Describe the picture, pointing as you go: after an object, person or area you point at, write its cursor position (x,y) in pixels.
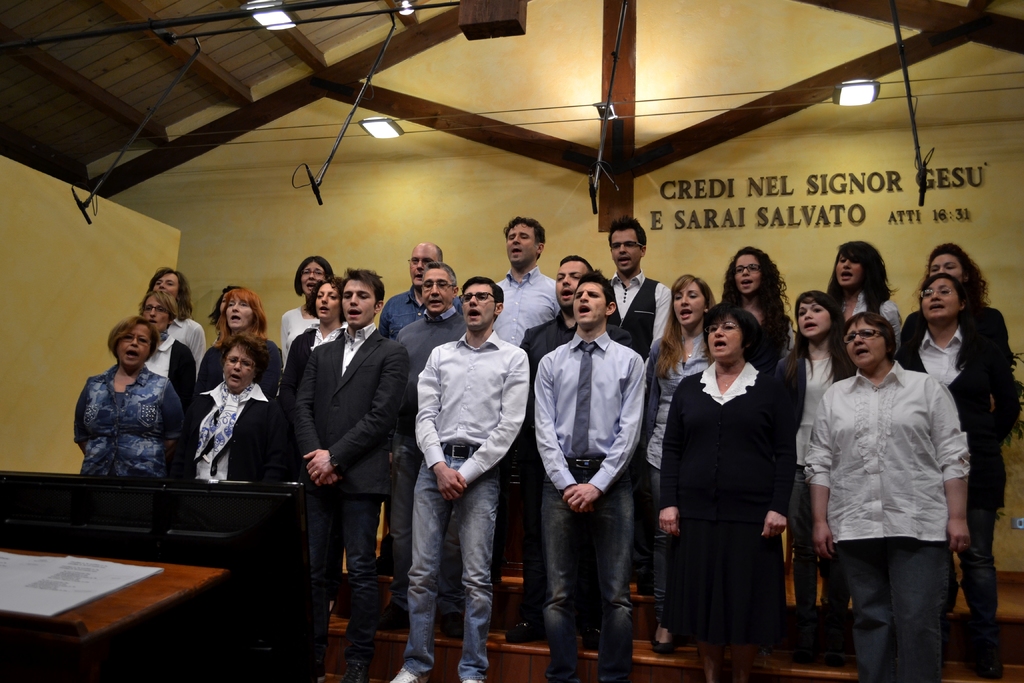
In this image we can see men (438,420) and women (689,465) standing on the stairs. In addition to this there are electric lights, some text (686,191) on the wall (370,206) and a book (121,583) on the table (126,607).
